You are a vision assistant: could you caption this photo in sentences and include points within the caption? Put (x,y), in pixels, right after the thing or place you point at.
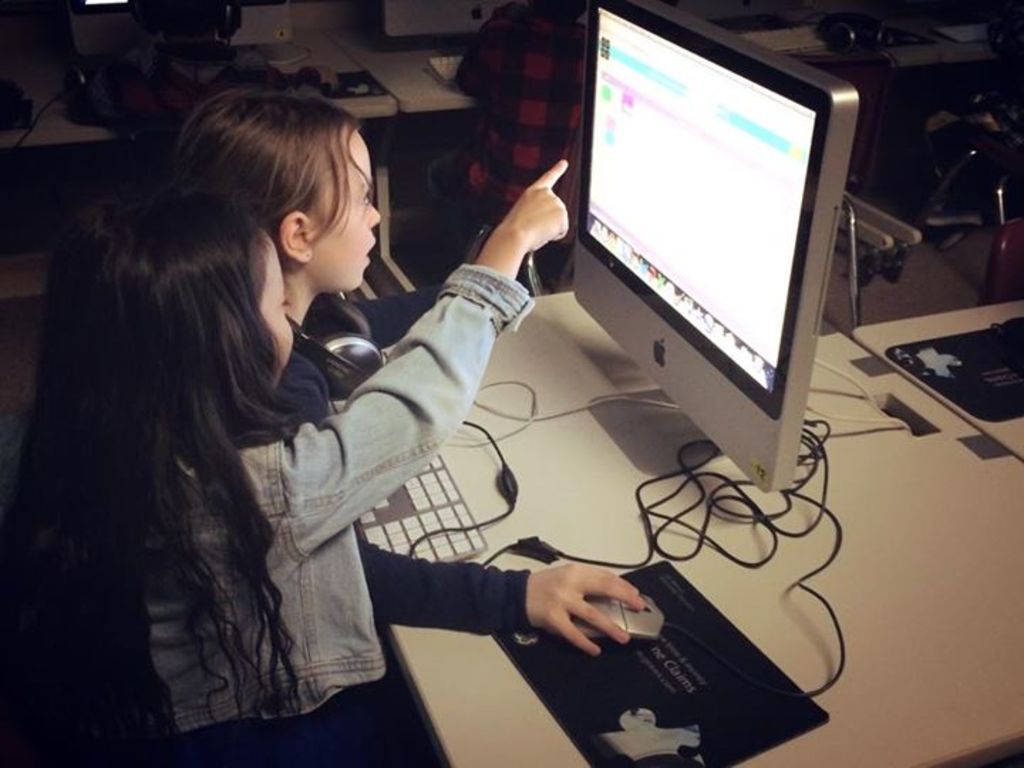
There are two girls (326,492) and she is holding a mouse (615,617). We can see monitor (744,243), mouse pads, mouse (600,605), keyboard (451,479) and cables (496,444) on tables (918,451). In the background (561,72) there are kids (509,61) sitting and we can see monitors (421,35) and objects (993,52) on tables (453,44).
